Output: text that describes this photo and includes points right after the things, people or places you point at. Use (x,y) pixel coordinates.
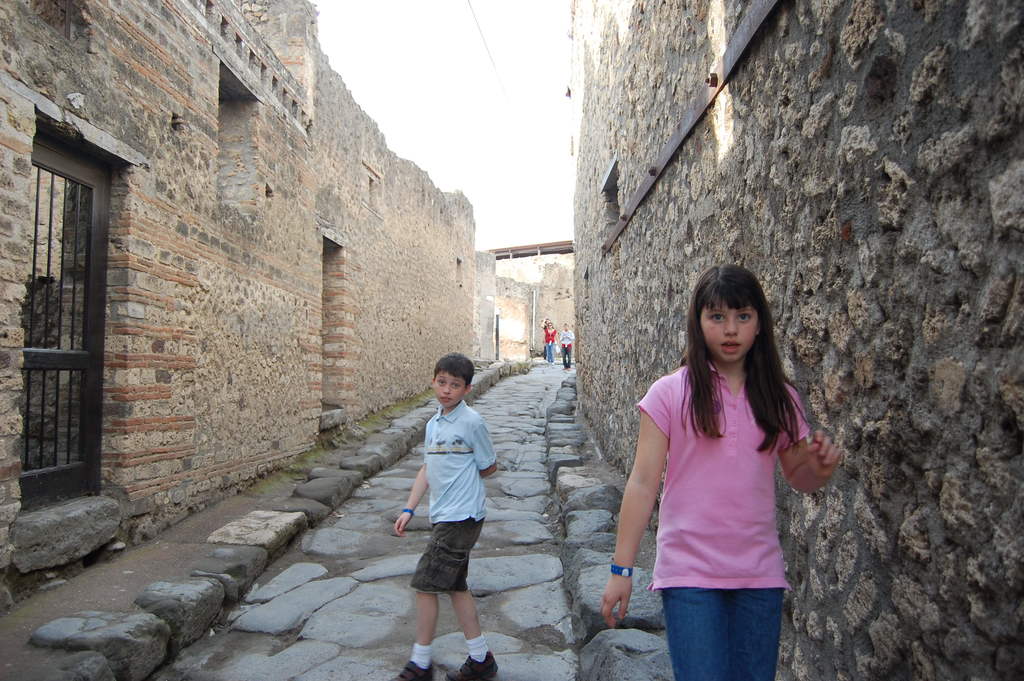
This is a girl (700,489) and a boy (445,544) standing. This looks like a building wall (738,224). I can see an iron gate (95,419). In the background (568,333), I can see few people (553,340) standing. This is the pathway (506,433).
